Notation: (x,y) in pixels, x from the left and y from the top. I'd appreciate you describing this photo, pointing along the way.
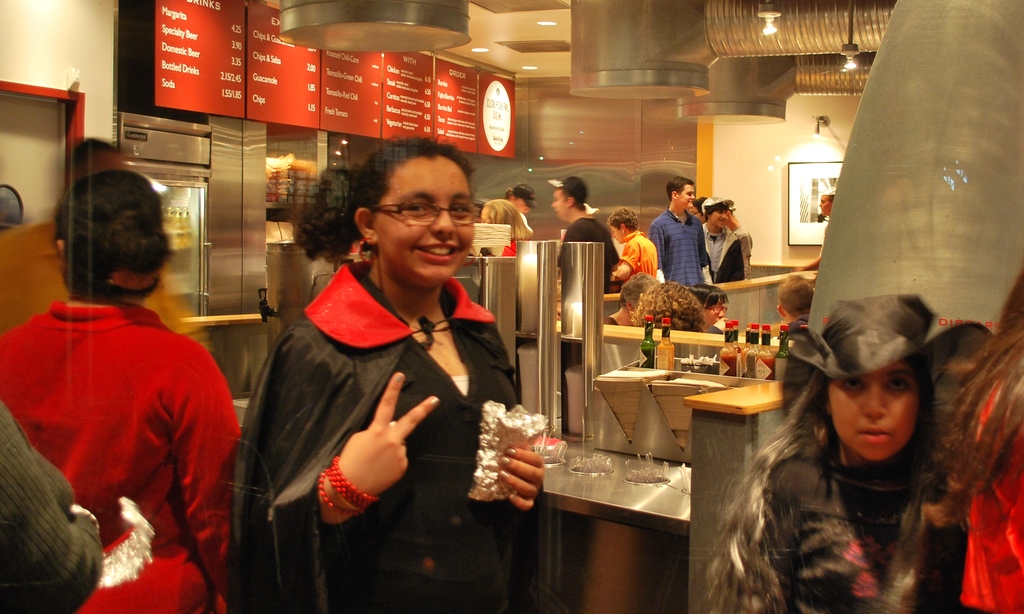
In this image we can see people (874,360), tables (599,517), bottles (746,364), refrigerators (139,167), boards (210,17), wall (720,182), frame (810,185), lights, ceiling (563,18), and few objects (634,26).
